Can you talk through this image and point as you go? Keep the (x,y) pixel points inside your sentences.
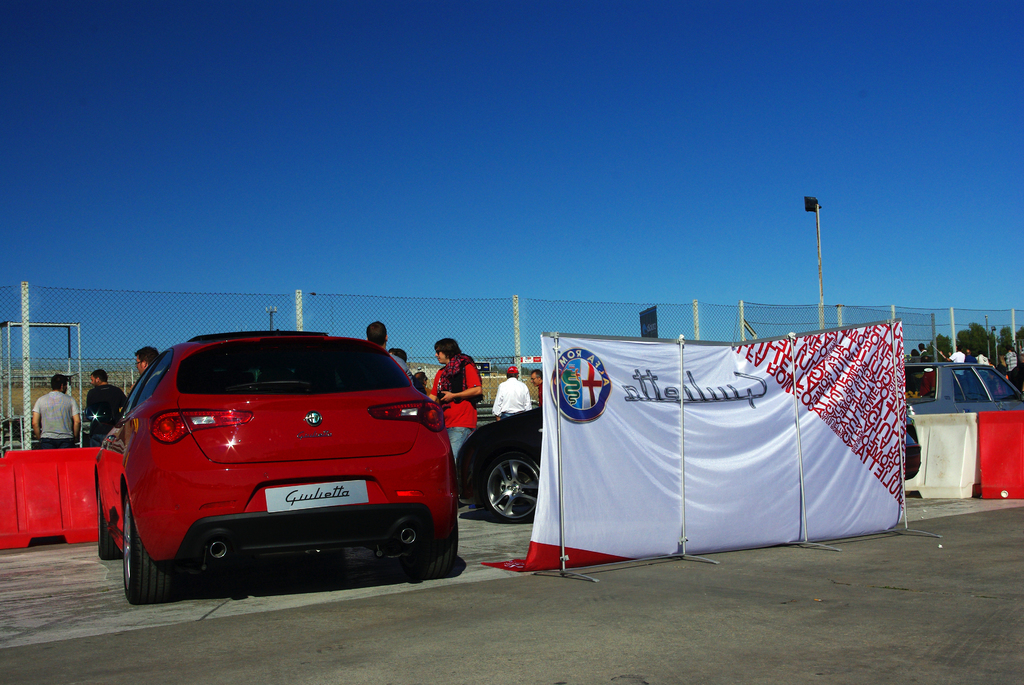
In this image we can see cars (921,368) and persons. In the foreground (607,436) we can see a cloth (786,457) attached to the stand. On the cloth (677,436) there is some text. Behind the persons (438,358) we can see the fencing (433,327). On the right side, we can see the barriers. At the top (424,181) we can see the sky (457,181).
